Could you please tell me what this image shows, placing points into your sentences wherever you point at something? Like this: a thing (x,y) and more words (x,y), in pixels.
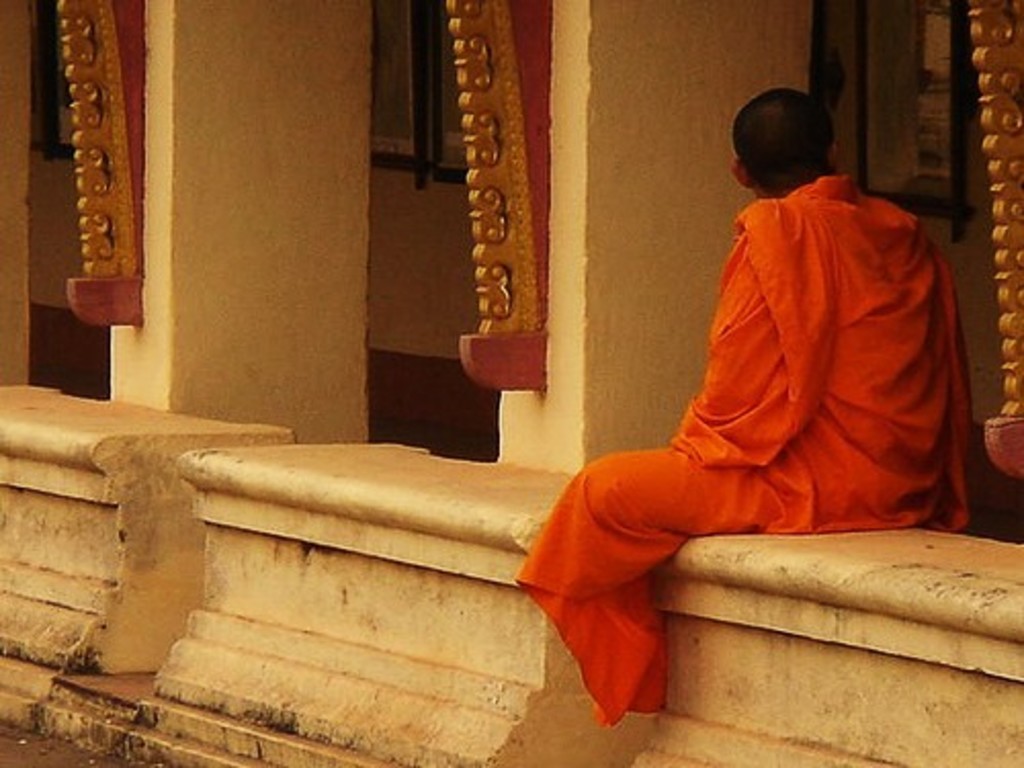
In this image in the front (772,451) there is a person (774,465) sitting and there are pillars (593,233) and there are windows (872,158).
